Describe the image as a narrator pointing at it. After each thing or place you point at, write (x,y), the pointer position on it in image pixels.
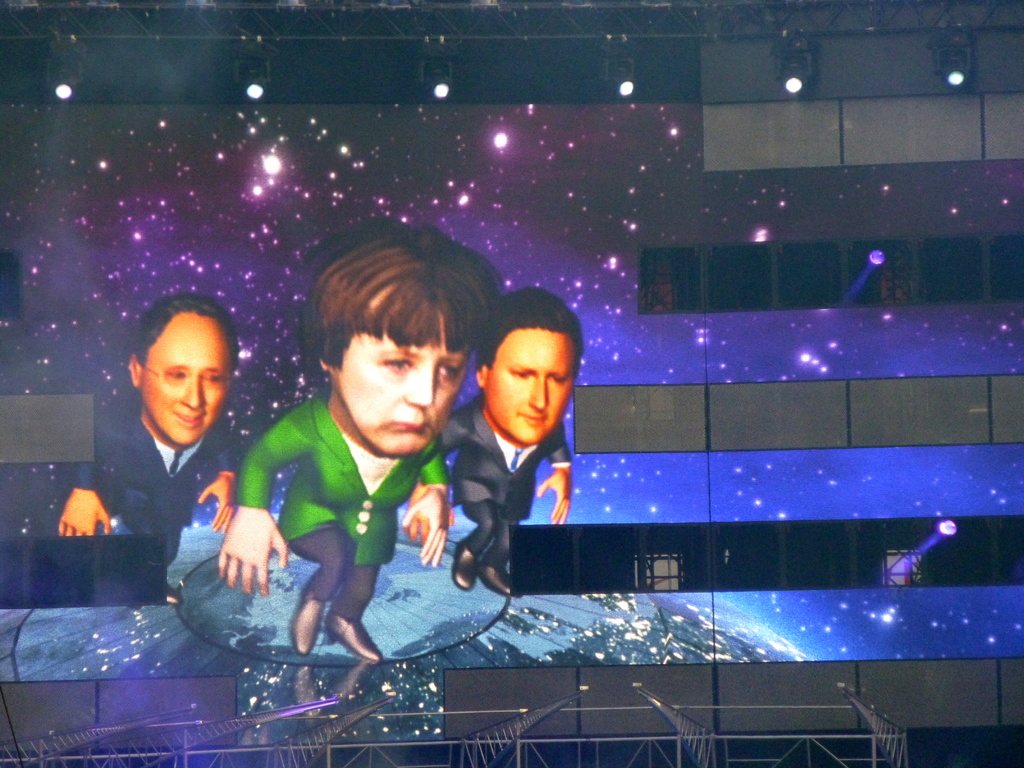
In this image I can see the depiction picture of three persons (340,423). I can also see number of lights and on the bottom side of the image (48,758) I can see number of iron poles (350,715).
